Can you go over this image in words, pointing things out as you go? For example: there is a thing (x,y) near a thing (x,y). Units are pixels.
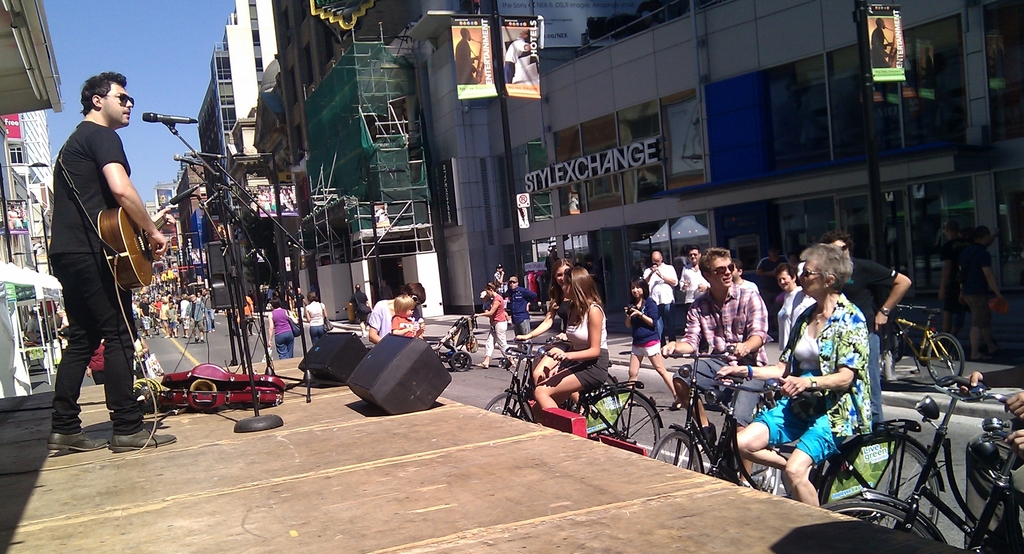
In this image we can see a road (654,385) and some people (784,434) are sitting on a bicycles (680,460) which is parked and one person (79,141) is playing a guitar (125,243) and singing a song beside the road (183,338) there is so many buildings (491,121) and backside so many people (198,299) are walking on the road (199,349).
